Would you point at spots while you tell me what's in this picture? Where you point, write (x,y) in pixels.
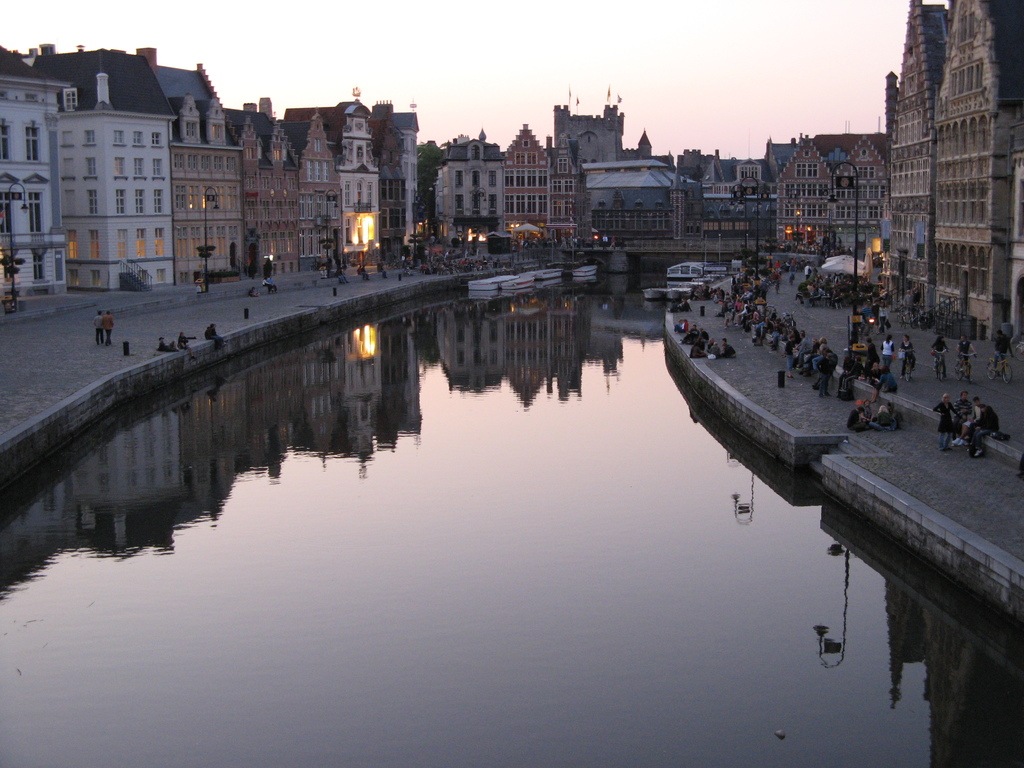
In the center of the image (398,398) there is water (434,326) in the center of the image (486,317). To both sides of the image there are buildings (955,125). There are people (789,354). There is a bridge (711,245).
